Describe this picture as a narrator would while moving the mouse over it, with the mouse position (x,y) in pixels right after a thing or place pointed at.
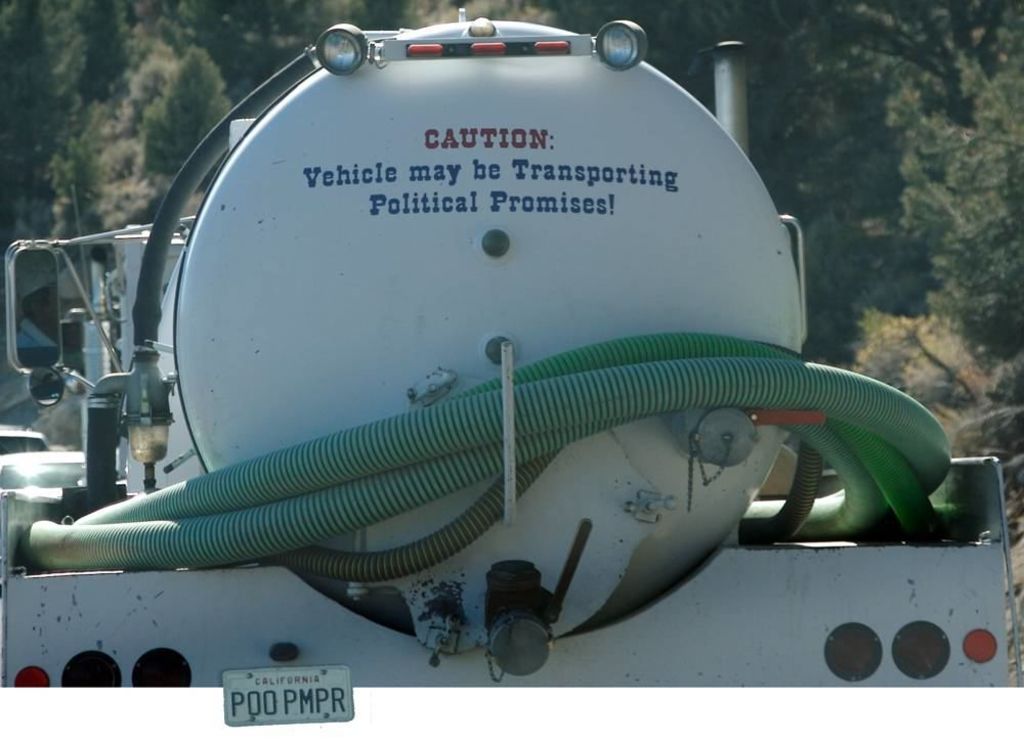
In this picture we can see a vehicle (294,674) with pipes (648,352), number plate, mirrors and some objects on it and in the background (87,211) we can see trees (95,116).
